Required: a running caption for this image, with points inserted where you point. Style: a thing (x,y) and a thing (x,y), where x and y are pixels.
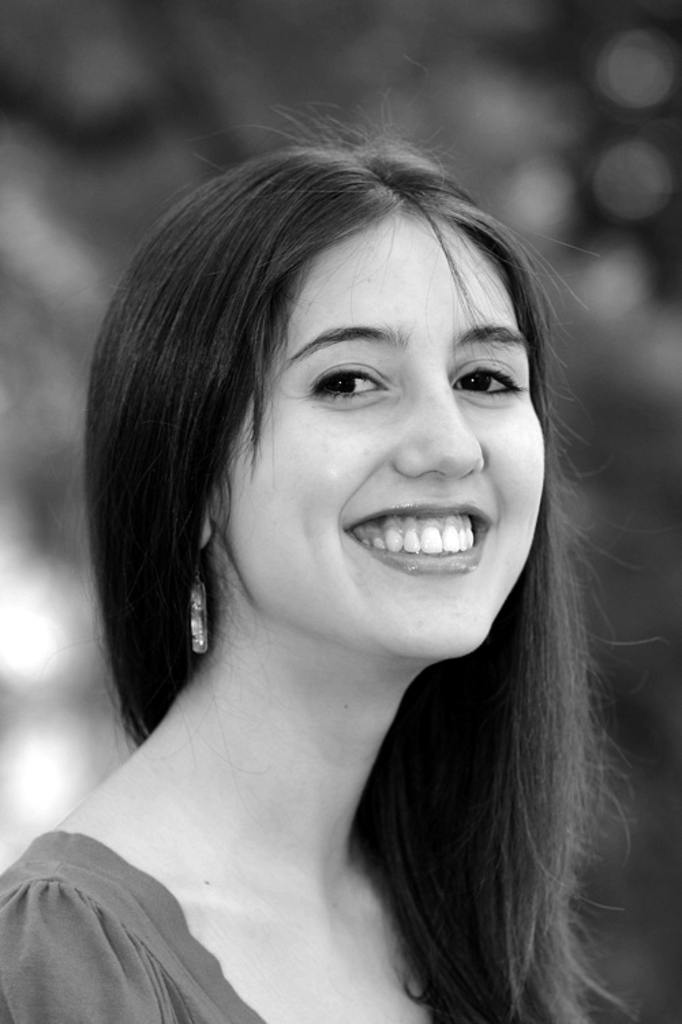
This image consists of a woman (510,792) and the background (339,44) is not clear. This image is taken may be during a day.
